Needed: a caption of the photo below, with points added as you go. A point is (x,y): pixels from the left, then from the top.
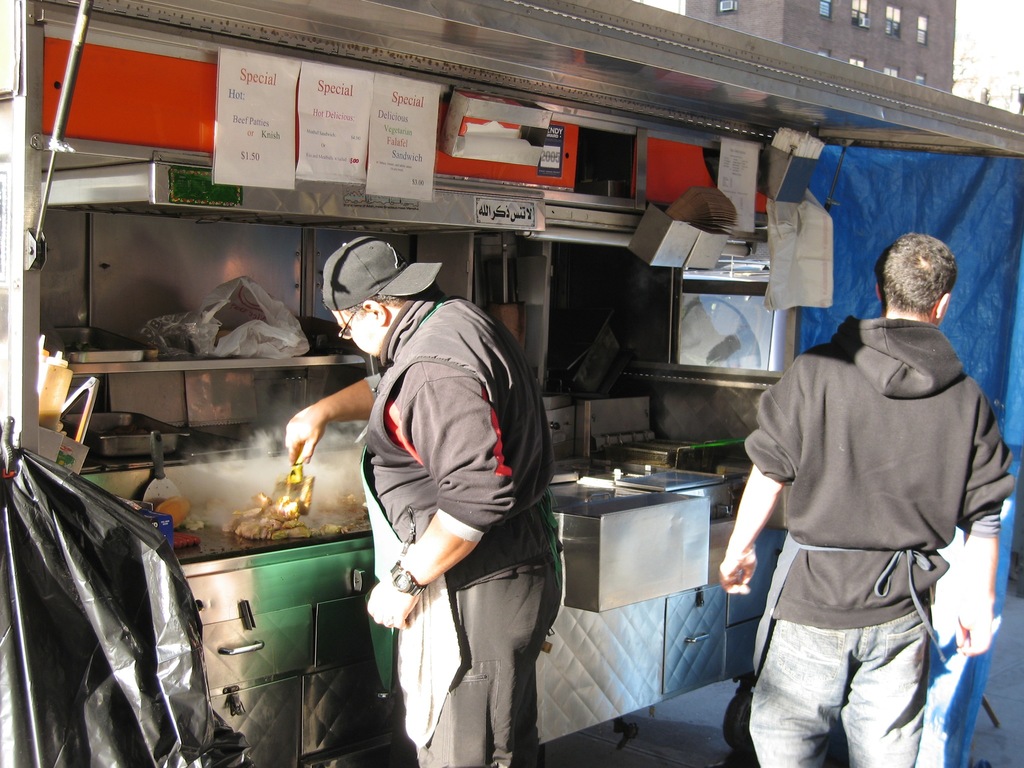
In this image a person (382,568) is standing on the floor (574,754). He is wearing a cap (333,266). He is holding some tool (309,491) in his hand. Before him there is a cabinet (354,572) having some food (245,533) on it. There are few shelves (151,365) having tray (114,423) and few objects (168,319) on it. Few papers (356,157) are attached to the stall (538,144). Left side (43,568) a cover (128,657) is hanging to the metal rod (14,407). Right side (906,721) a person (889,543) is standing on the floor (719,723). Right top there is a building (932,41).
